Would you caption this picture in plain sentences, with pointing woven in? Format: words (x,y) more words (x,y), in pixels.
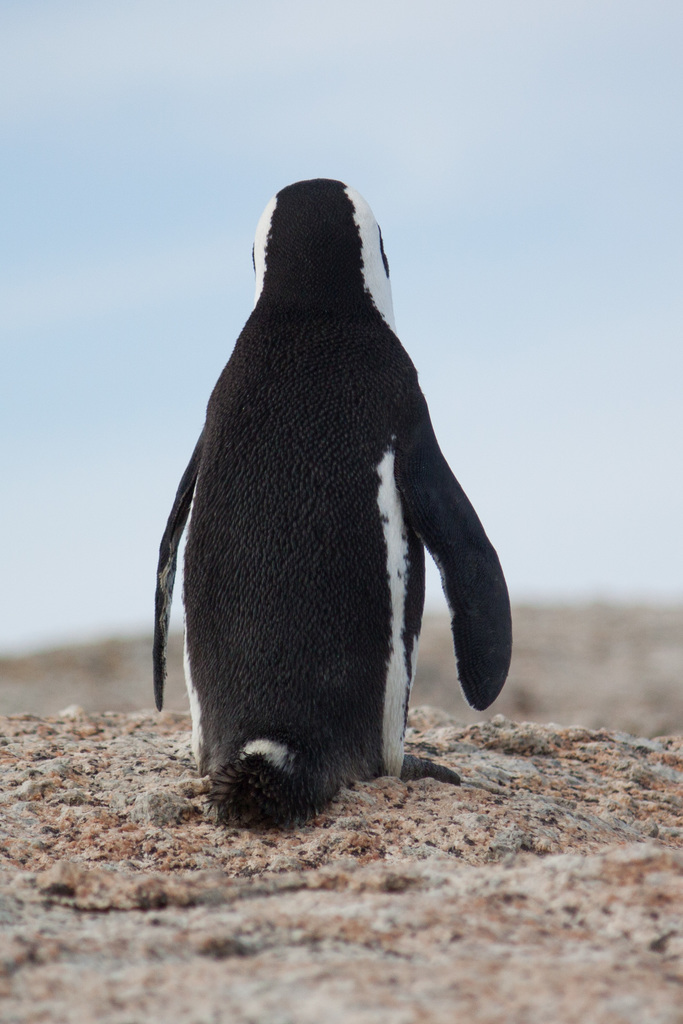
There is a penguin (353,784) on the ground (372,874). There is a blur background (659,28) and we can see sky (59,635).
